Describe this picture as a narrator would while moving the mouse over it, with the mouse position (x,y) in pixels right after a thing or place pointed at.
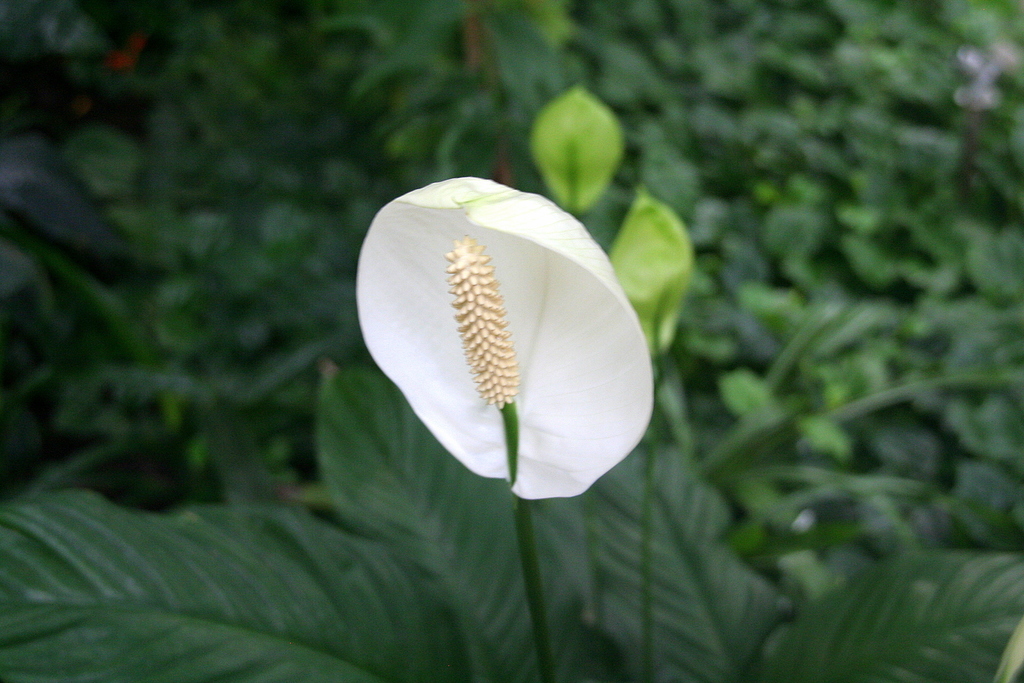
In the picture I can see flower plants (528,474). The flower (422,300) is white in color. The background of the image (835,477) is blurred.
